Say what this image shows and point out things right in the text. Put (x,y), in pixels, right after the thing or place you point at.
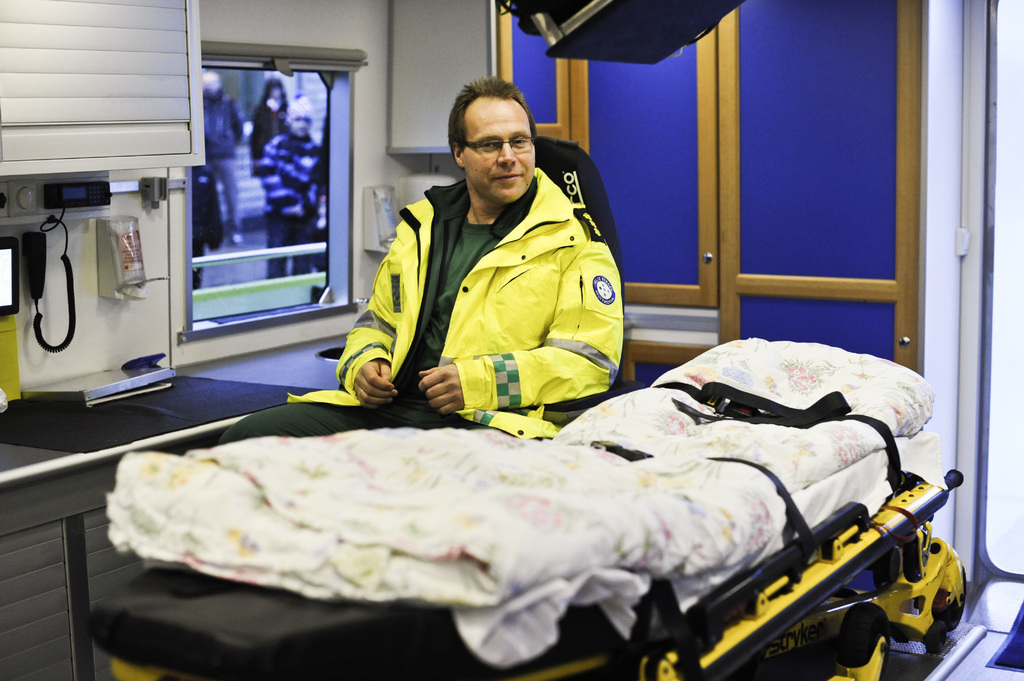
In the center of the image (442,294), we can see a person (461,262) wearing a coat (510,251) and glasses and in the foreground (332,529), there is a bed sheet (428,511) on the trolley (386,615) and we can see doors (646,115), screen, telephone (40,270) and some other objects (136,227) are on the wall (77,344) and there is a box (110,384) on the table (52,500). At the top (618,14), there is a black color object (615,25).
